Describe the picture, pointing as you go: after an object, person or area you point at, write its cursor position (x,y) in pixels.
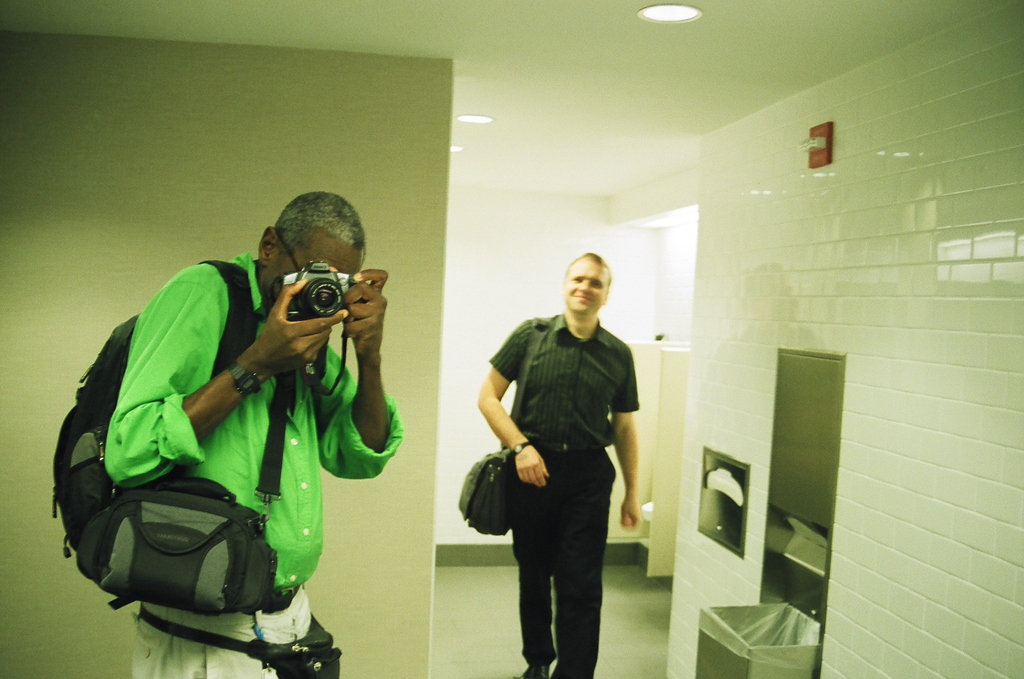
In this image there are two persons (548,430) standing and walking. The man (567,439) at the right side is walking and is having a smile on his face (584,302). The man (256,453) at the left side (249,457) is holding a camera (317,295) and he is taking a picture, he is wearing a bag (180,556). In the background (219,157) there is a wall (268,156), the right side (923,256) there are tiles (888,259).
